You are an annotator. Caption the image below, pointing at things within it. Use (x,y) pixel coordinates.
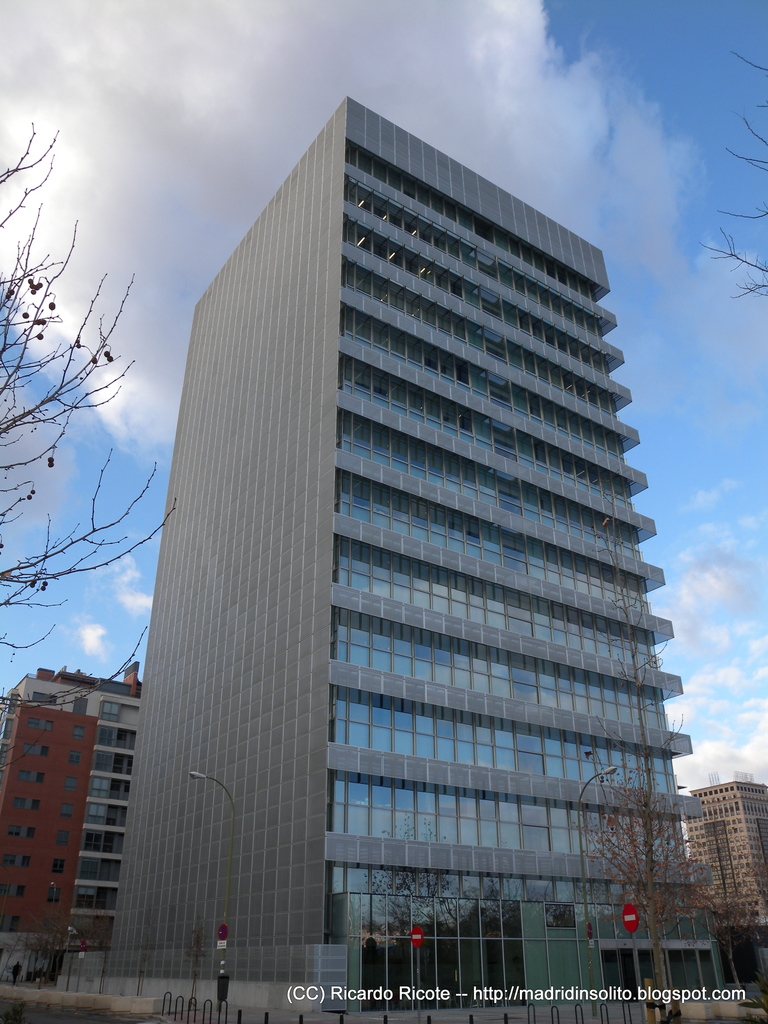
In this picture I can see buildings (477,821), trees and I can see text (338,993) at the bottom right corner of the picture (662,999) and I can see blue cloudy sky (184,247).
